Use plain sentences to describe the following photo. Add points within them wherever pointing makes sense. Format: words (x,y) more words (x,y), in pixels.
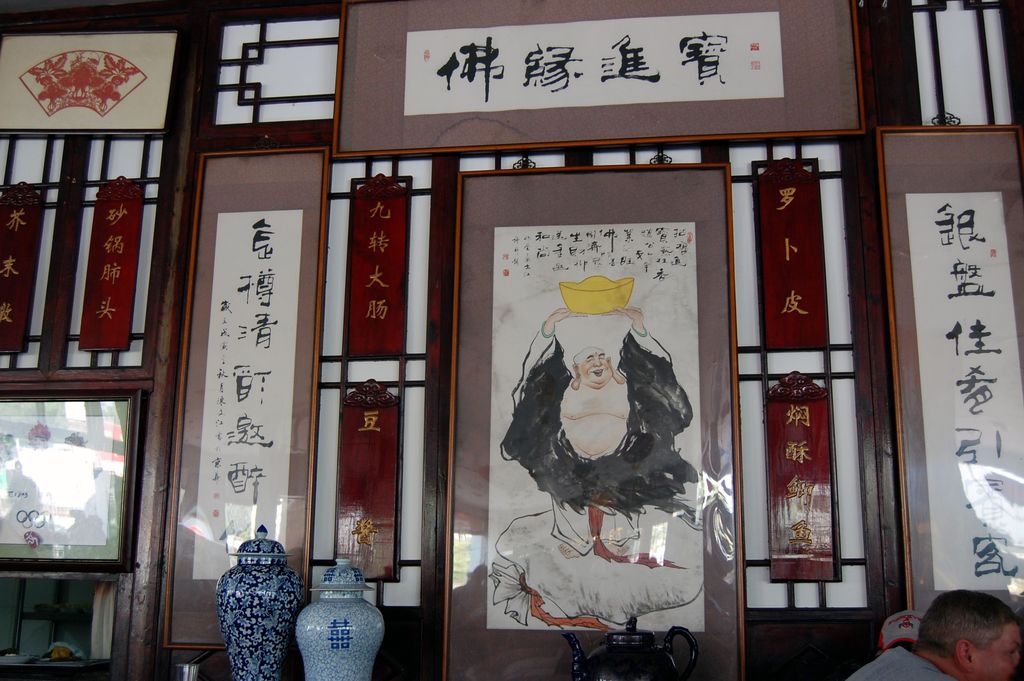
In this image I can see few frames (597,352) in different color. I can see two vases (302,611) which are in blue color and I can see a person (930,620).
